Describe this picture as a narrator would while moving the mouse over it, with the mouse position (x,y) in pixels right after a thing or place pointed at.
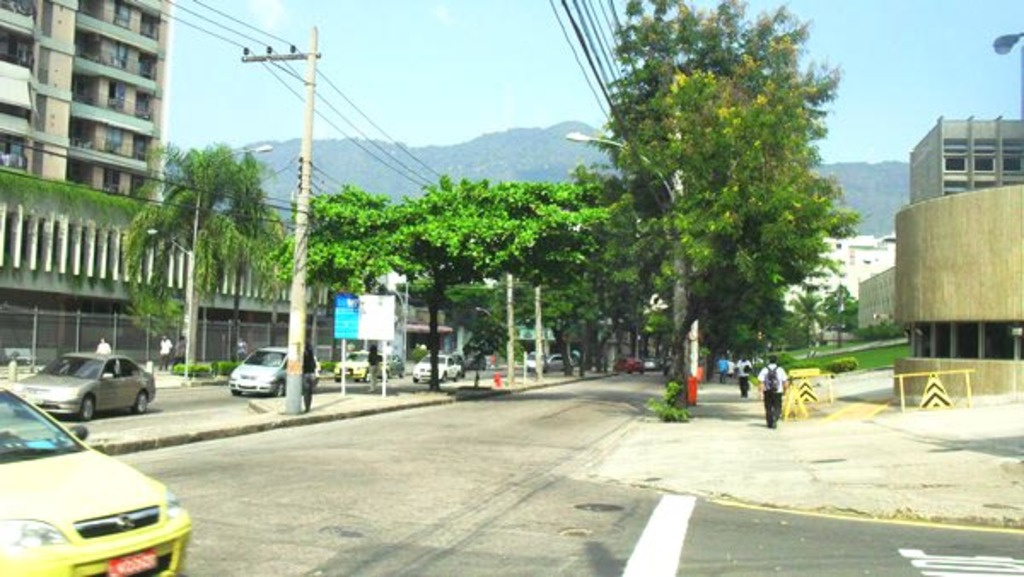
In this image, there are trees (470,226), plants (759,367), buildings (896,247), street lights (621,147), electric poles (306,109) with current wires (295,203), a board (370,321) with poles (387,349), people (740,370) and there are vehicles (441,365) on the road (369,523). On the right side of the image (928,393), I can see road barriers (942,398). In the background (397,154) there are hills (504,156) and the sky (469,26).
